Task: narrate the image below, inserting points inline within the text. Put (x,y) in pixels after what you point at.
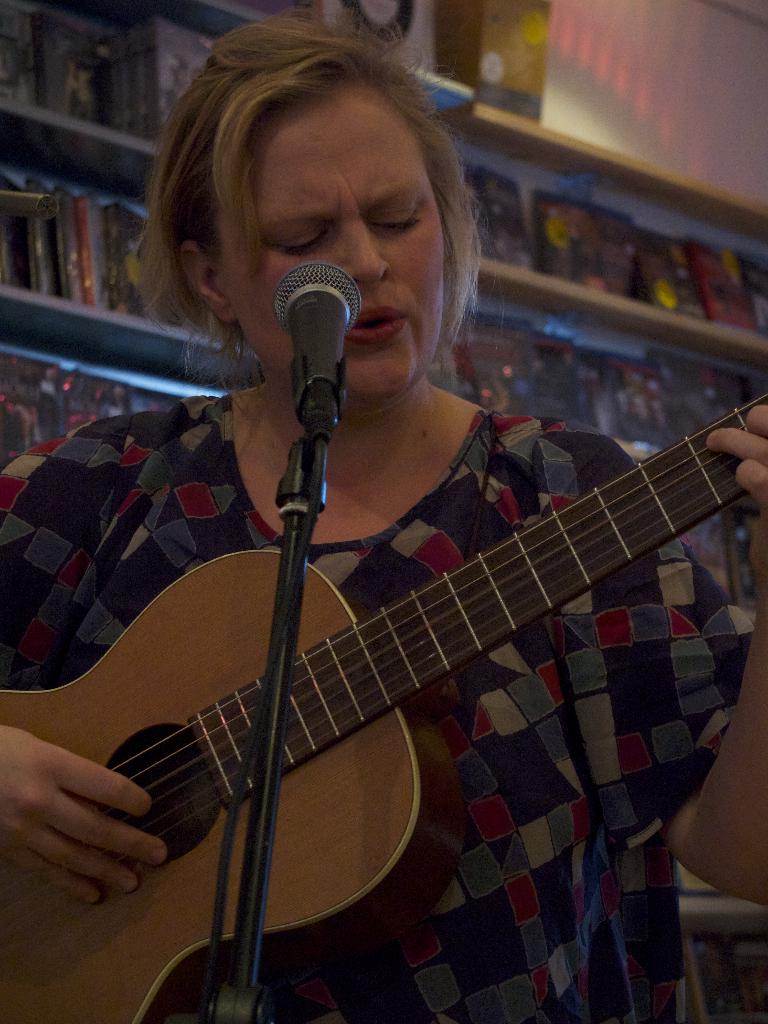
In the middle of the image (394,446) we can see a woman (394,446), she is playing guitar (330,655) in front of the microphone (306,526), behind her we can see few things (541,408) in the racks (547,279).
